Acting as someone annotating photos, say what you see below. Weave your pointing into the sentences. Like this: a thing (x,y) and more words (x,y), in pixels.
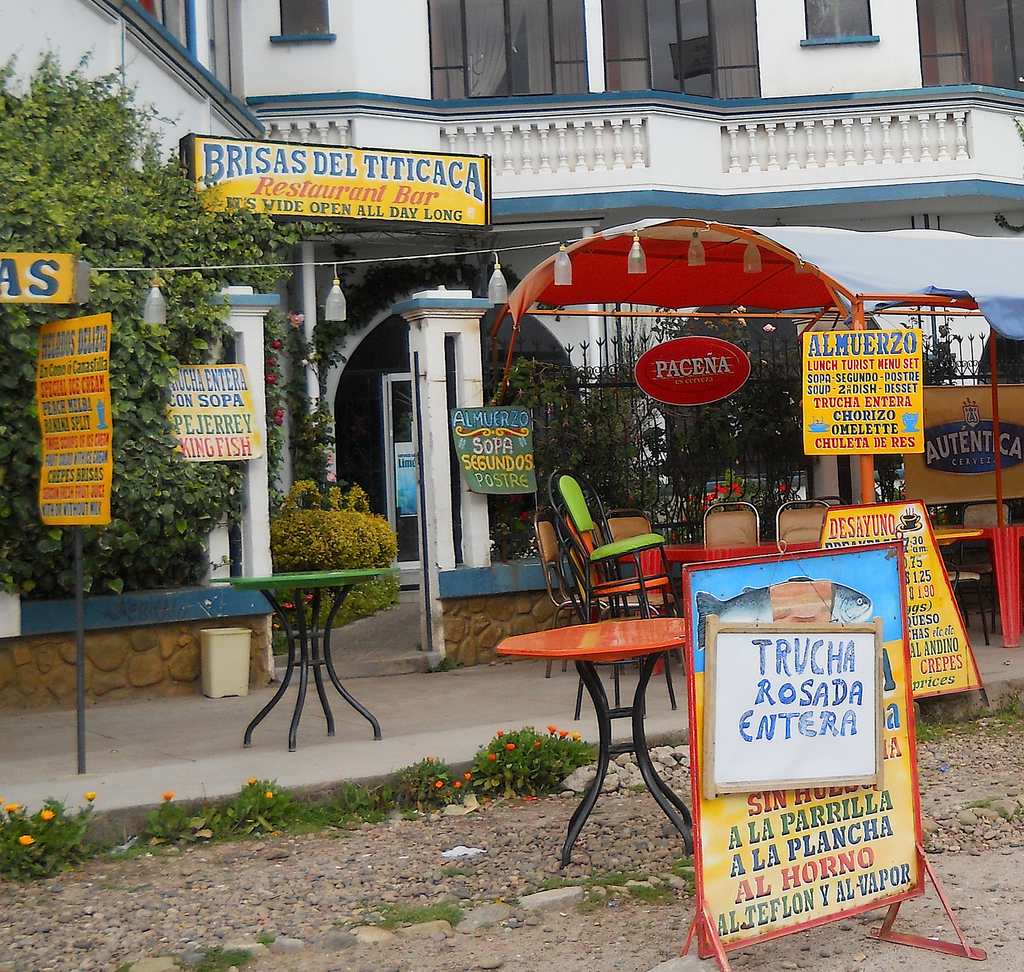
On the right side of the image (820,587) we can see tent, chairs (726,511), display boards (800,596) and table (652,664). On the left side of the image (319,519) there is a tree (102,252), plants (283,533), boards (90,431) and table (300,596). In the background (695,126) there is a building (307,77).
